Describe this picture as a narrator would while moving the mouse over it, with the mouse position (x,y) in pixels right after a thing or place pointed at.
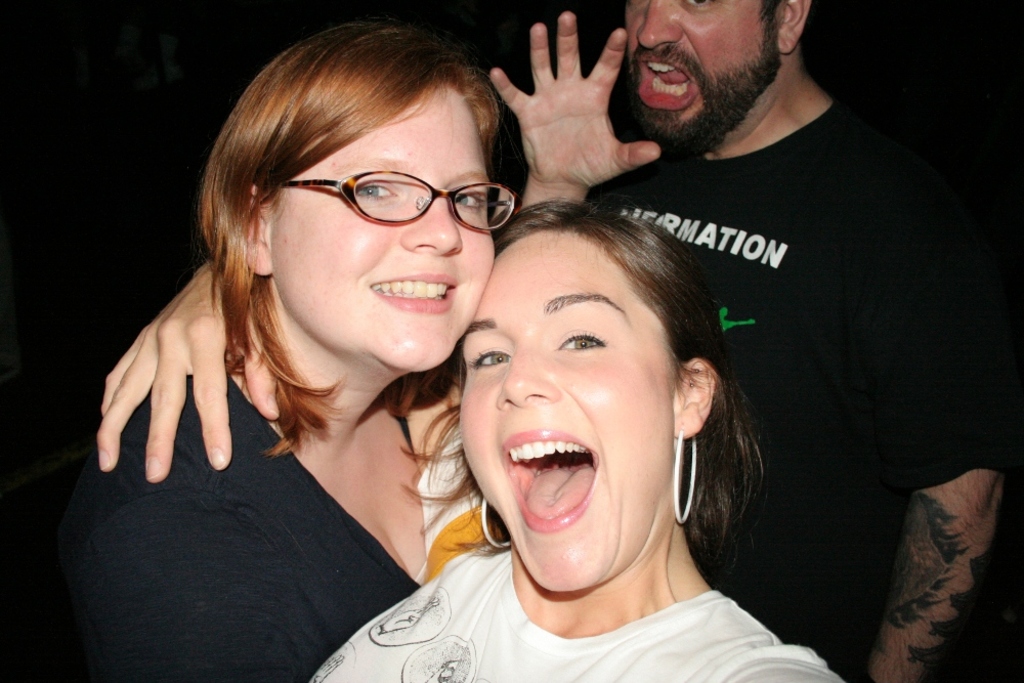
In the picture I can see two women (292,448) and there is a smile on their faces (548,345). There is a man (783,230) on the right side (801,366) is wearing a black color T-shirt (796,322) and there is aggression on his face (737,105). I can see the tattoos (936,543) on his left hand (969,554).
